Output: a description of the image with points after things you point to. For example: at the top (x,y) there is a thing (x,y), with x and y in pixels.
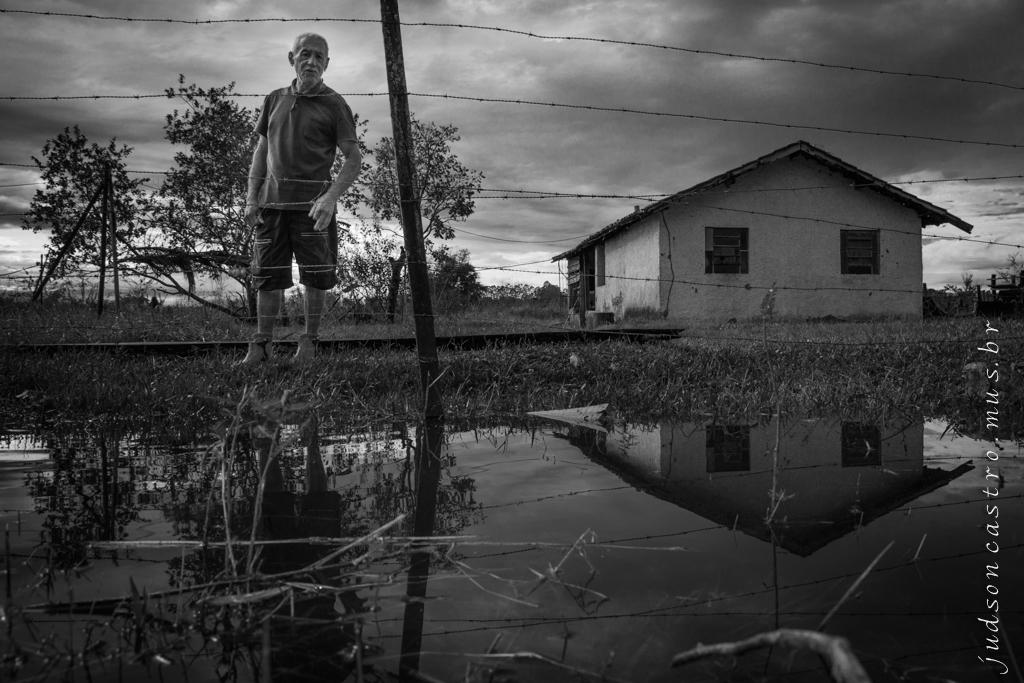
There is a person (273,198) standing on the grasses (313,368). In front of him there is water (575,532). Also there is a pole (403,137) with wire mesh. In the back (775,228) there are trees (455,216) and a house (728,236) with windows (732,232). Also there is sky (597,132) in the background (572,156). On the right side (993,637) there is a watermark (981,631).
